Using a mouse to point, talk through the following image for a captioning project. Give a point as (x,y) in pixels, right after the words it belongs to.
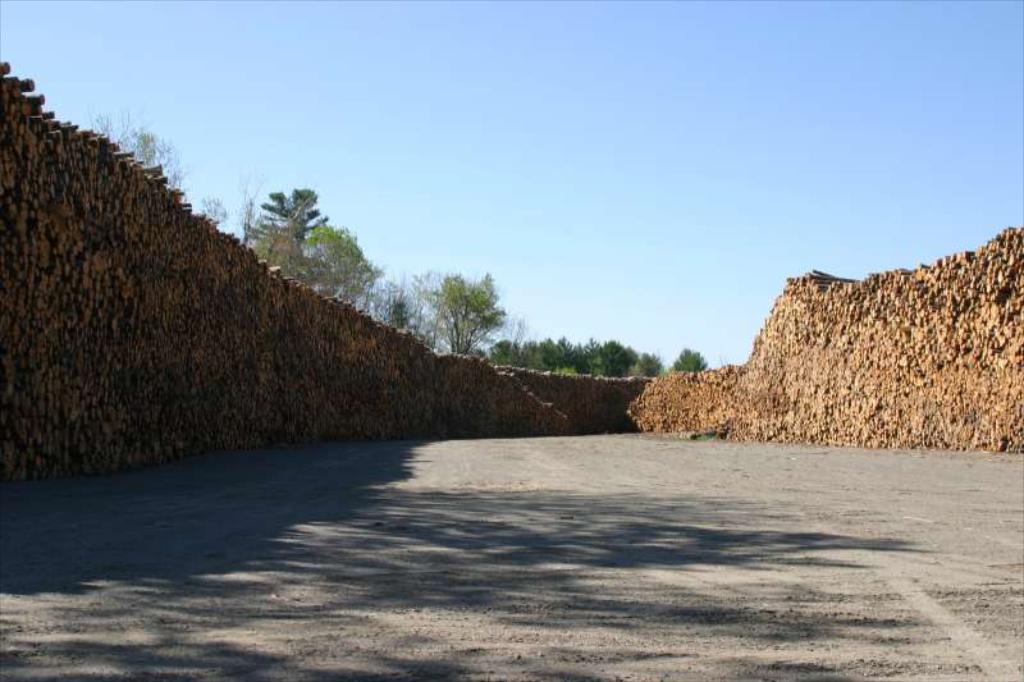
This image is taken outdoors. At the top of the image (380,136) there is a sky (707,136). At the bottom of the image (315,591) there is a road (378,548). On the left (166,386) and right sides of the image there are big stacks (91,225) of logs (828,322). In the background (316,268) there are many trees (470,317).
